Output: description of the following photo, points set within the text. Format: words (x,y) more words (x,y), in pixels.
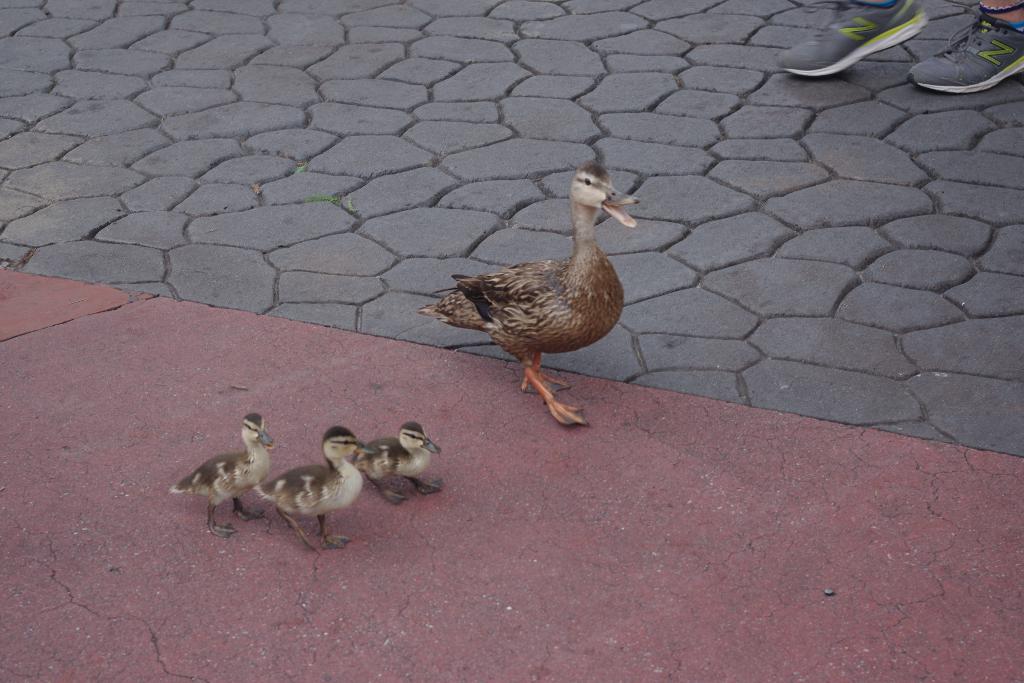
There are 4 ducks (560,306). There are legs (1003,17) of a person (1021,17) at the right (987,46) back wearing shoes (972,56).
